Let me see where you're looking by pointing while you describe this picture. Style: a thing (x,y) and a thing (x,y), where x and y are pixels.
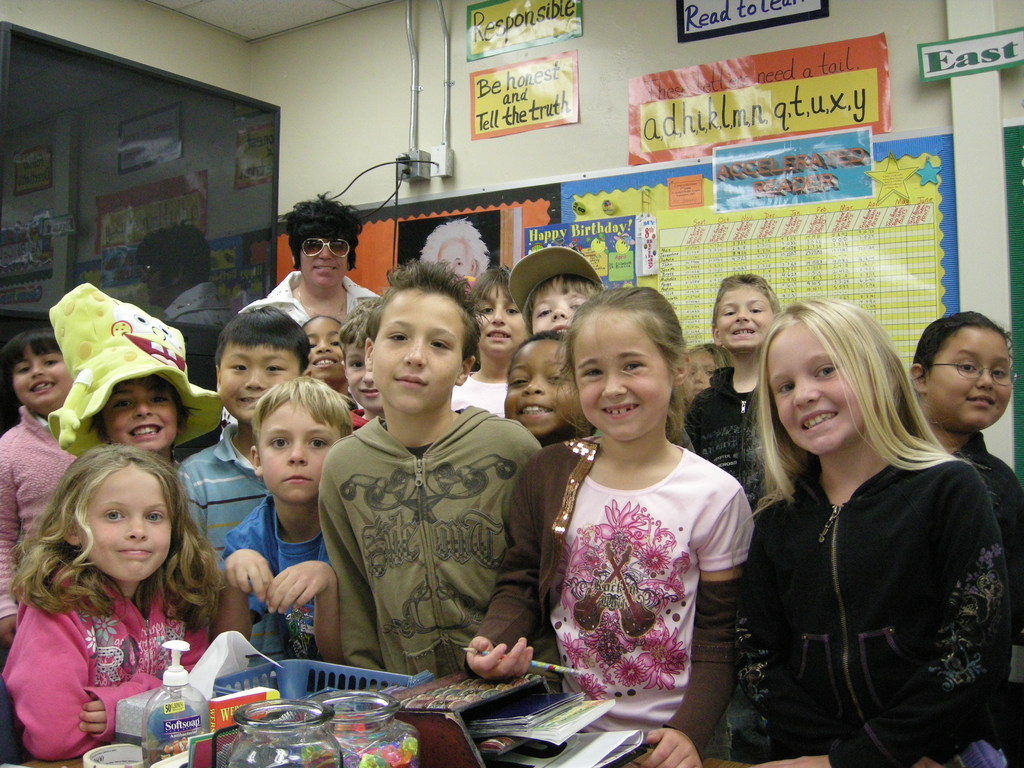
In the image in the center (487,437), we can see little kids (584,485) are standing and they are smiling, which we can see on their faces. In front of them, there is a table (377,700). On the table (443,741), we can see books (565,736), baskets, jars (305,740), tape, spray bottle (179,743) and a few other objects (229,743). In the background (401,119) there is a wall (584,130), roof (249,19), screen (28,212), posters (772,200), one person (316,214) standing and he is smiling etc.
